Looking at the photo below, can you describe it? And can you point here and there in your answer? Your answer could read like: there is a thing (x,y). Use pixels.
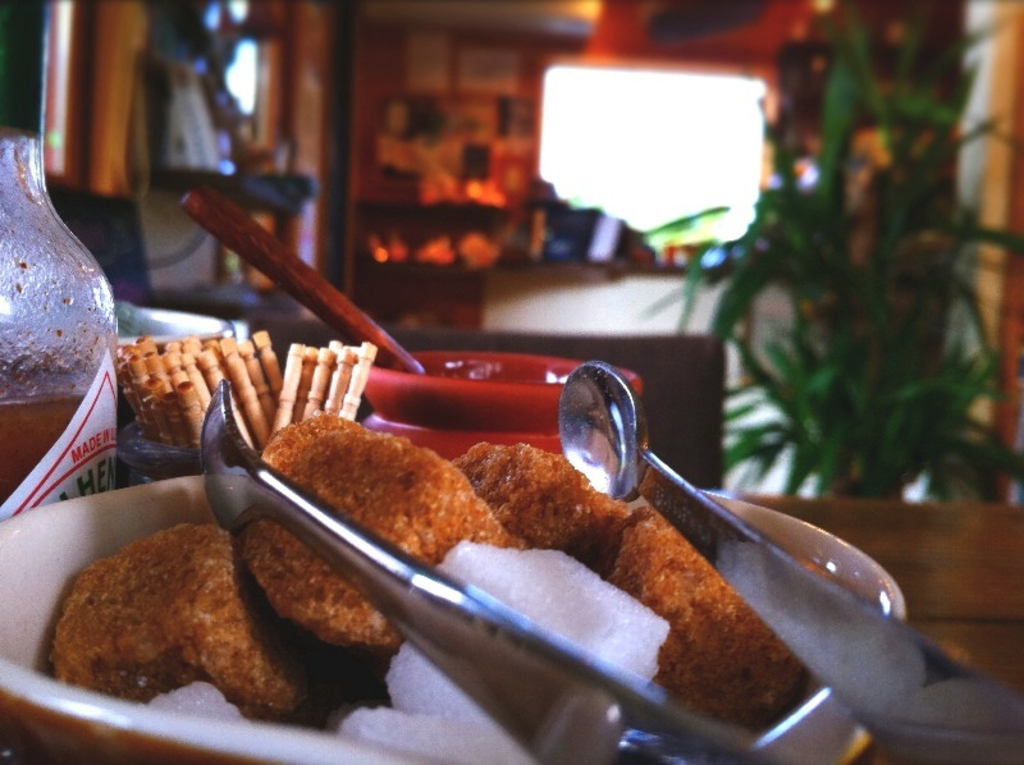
In this image we can see food item (190,607) in a bowl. There are few objects (17,306) behind the bowl (722,546). On the right side (780,356), we can see a wall (783,383) and a plant (804,211). The background of the image (575,324) is blurred.
